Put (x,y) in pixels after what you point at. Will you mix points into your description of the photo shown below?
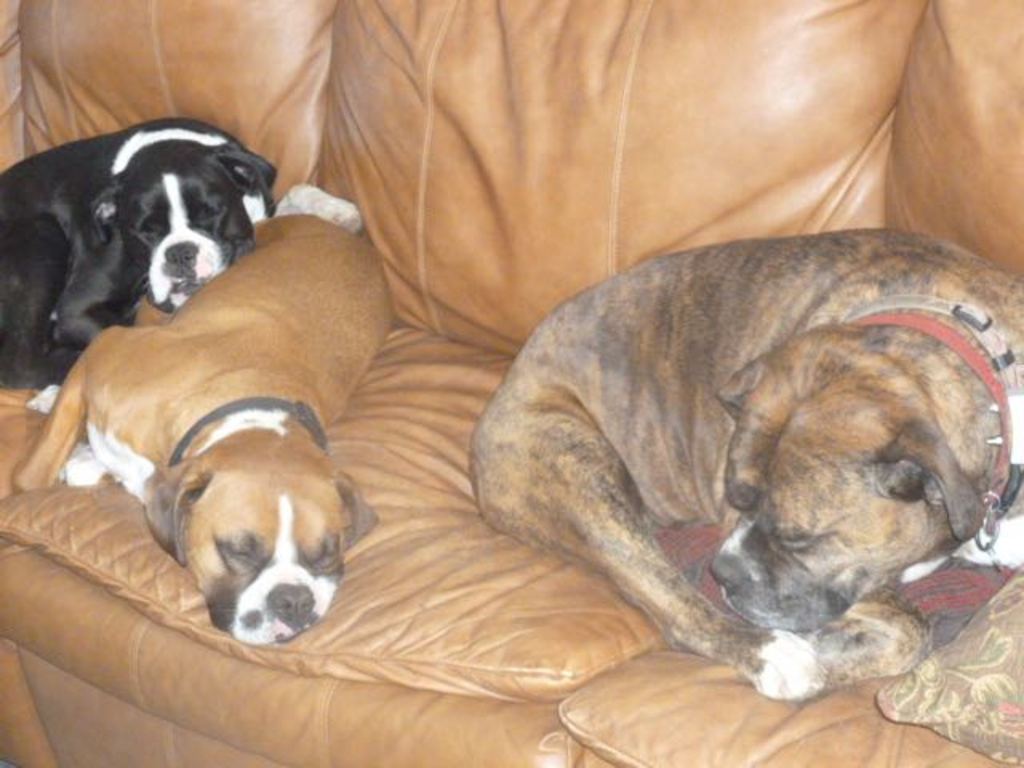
In this image we can see three dogs (133,225) are sleeping on a brown color sofa (386,657). We can see a pillow (950,650) in the right bottom of the image (970,630).
